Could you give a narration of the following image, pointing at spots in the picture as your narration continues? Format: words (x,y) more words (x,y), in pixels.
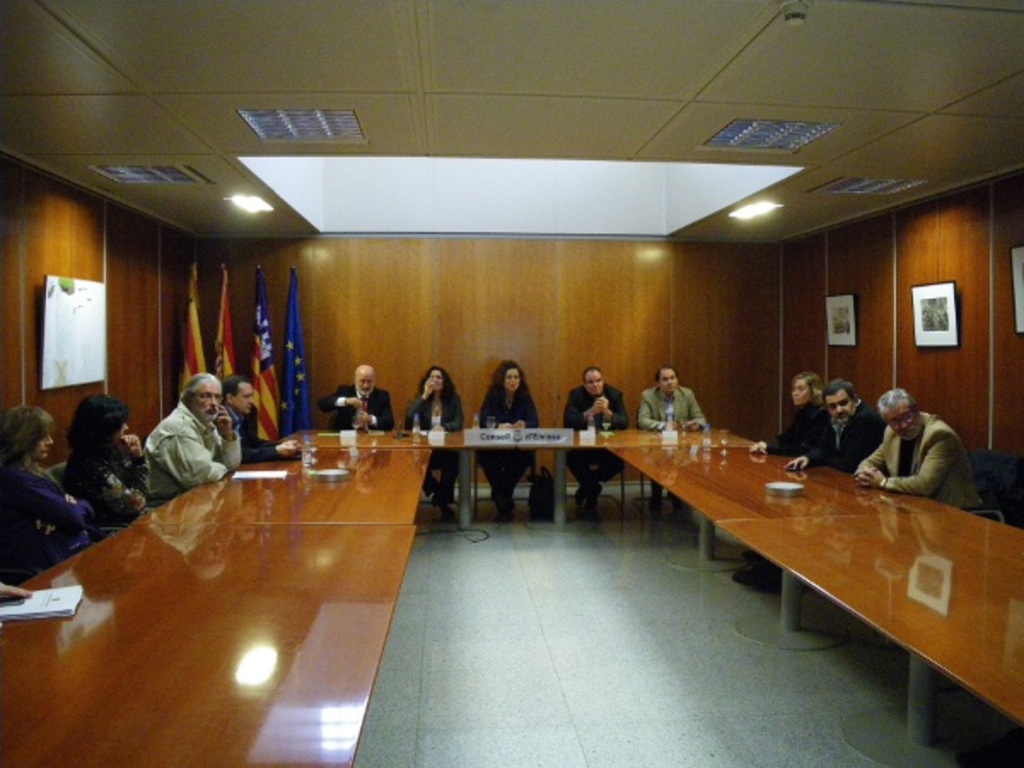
In the center of the image (652,422) we can see few people (461,421) are sitting on the chairs (620,476) around the table (333,506). On the table (351,576) we can see papers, water bottles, glasses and few other objects (588,433). In the background (437,326) there is a wall (729,357), photo frames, flags (259,307), one board (69,338), lights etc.
